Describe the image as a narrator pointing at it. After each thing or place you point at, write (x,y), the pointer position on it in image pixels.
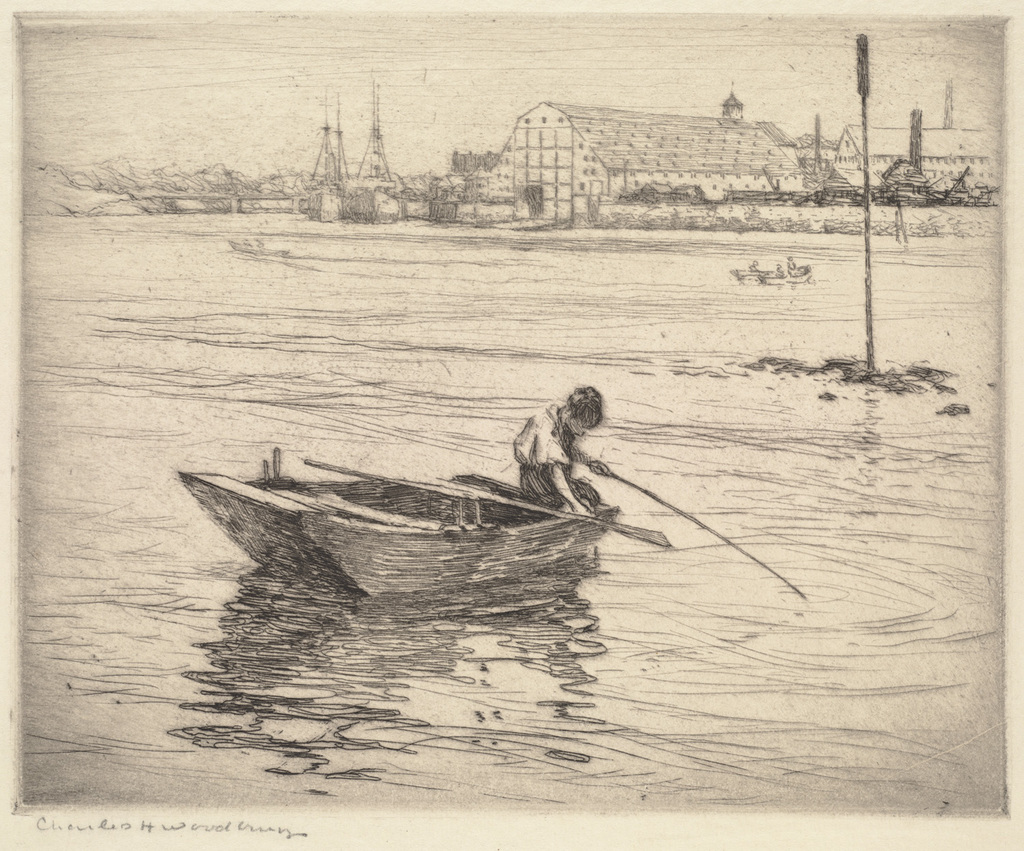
In the foreground of this poster, there is a sketch (550,444) of a person (537,460) on a boat (470,551). In the background (671,175), there are few buildings (622,165), towers (374,161), water (421,318) and the sky (291,62).
